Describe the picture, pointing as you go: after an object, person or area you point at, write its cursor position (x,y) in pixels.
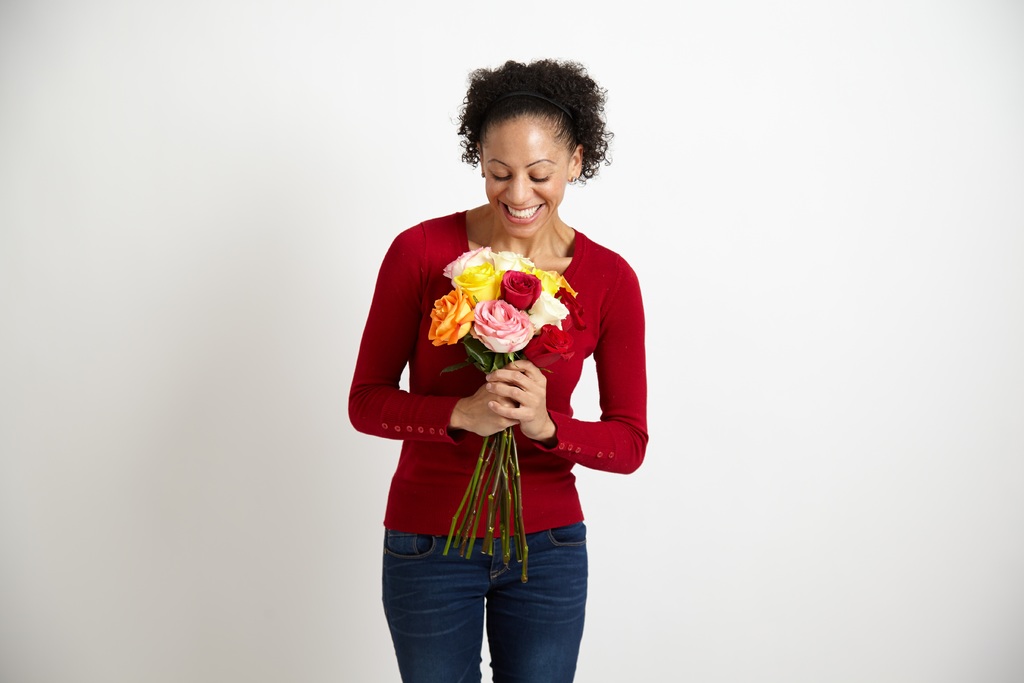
In this image we can see a lady (405,315) holding flowers (487,320) with stems (495,434). In the background (811,178) it is white.
